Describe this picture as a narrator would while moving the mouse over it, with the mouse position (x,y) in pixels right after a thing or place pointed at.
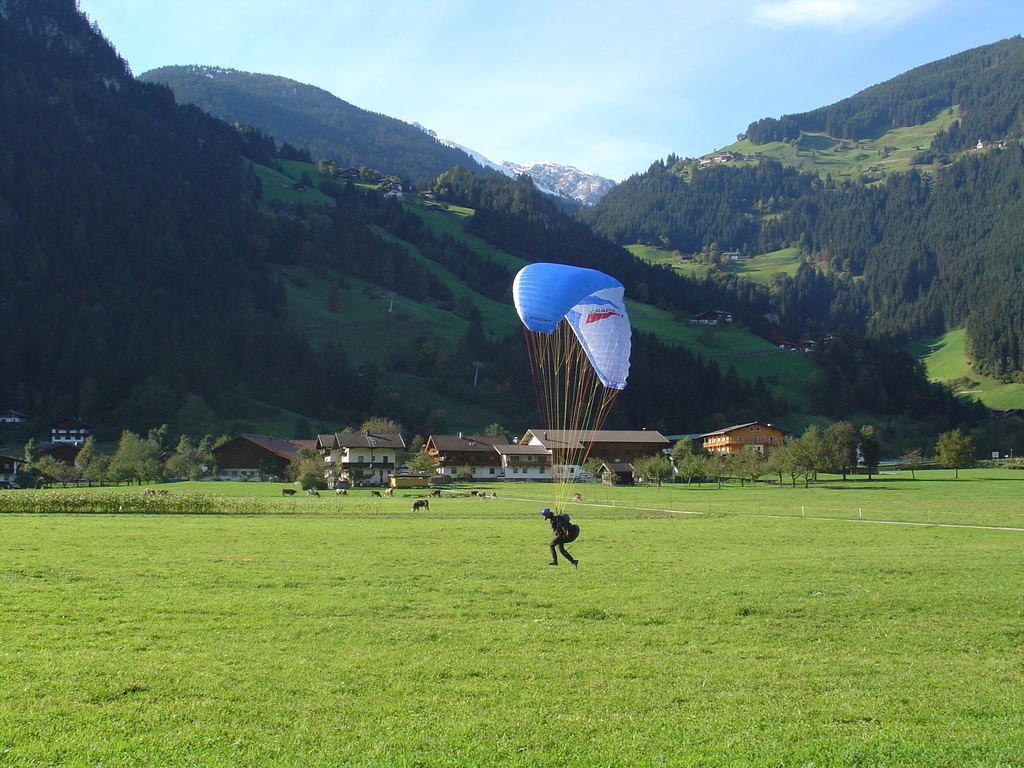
In this picture I can see a person (554,547) and a parachute (539,342). In the background (558,437) I can see buildings (435,475), trees (294,466), mountains (436,287) and the sky (505,69). Here I can see grass (385,510) and animals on the ground (328,614).
